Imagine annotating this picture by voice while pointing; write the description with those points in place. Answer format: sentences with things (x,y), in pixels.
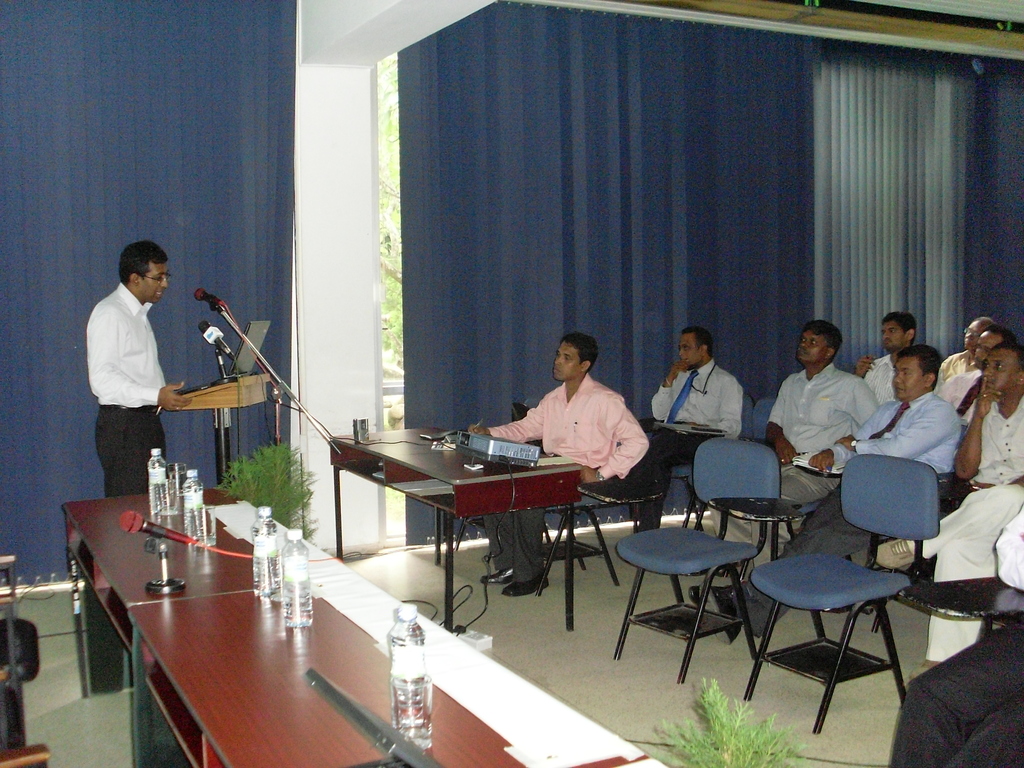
A picture inside of a room (184,637). This curtains (235,222) are in blue color. In-front of this man (134,379) there is a podium (227,397) with mics (221,304). At the left side of the image (178,756) there is a table (372,653), on this tables (369,668) there are bottles (296,620) and mic (152,542). In-front of this table (386,682) there are plants (248,499). At the right side of the image (1006,392) few persons (867,421) are sitting on chair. In the middle of the image (551,492) there is a table (548,496), on this table (544,458) there is a glass (366,423), device (482,448). Under the table (456,484) there is a paper (414,488) and cable (471,625).
